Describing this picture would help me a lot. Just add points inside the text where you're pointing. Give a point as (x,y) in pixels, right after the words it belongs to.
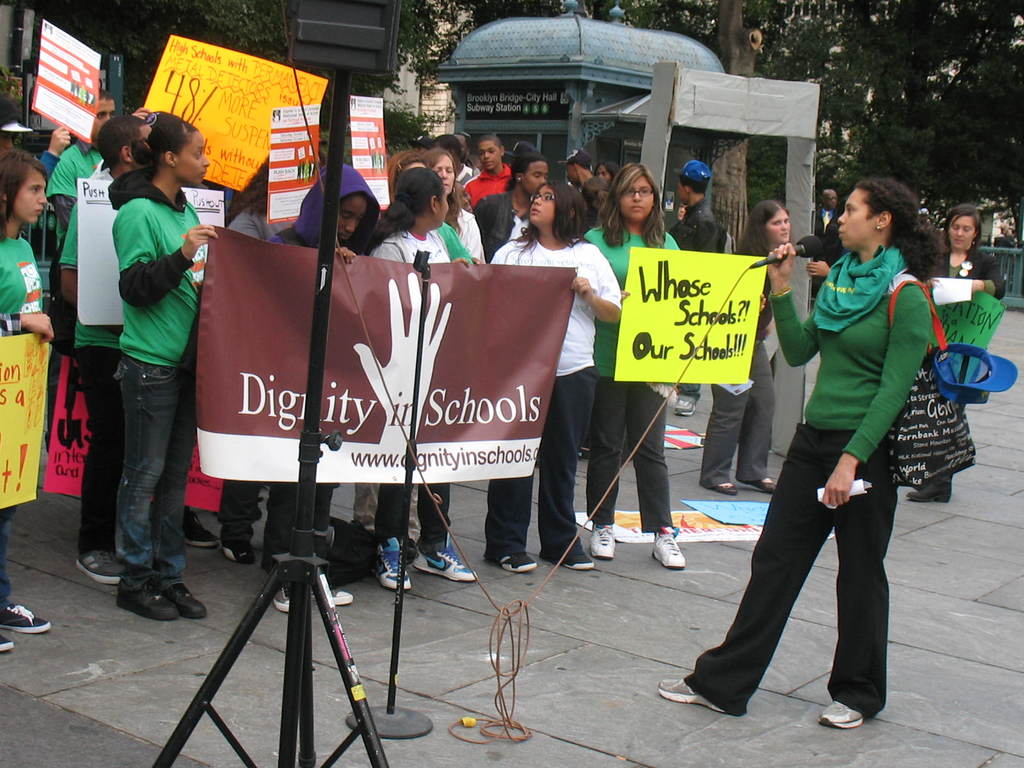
In this image I can see group of people (805,495) standing, the person (850,382) in front (856,342) wearing green shirt (847,353), black pant (807,503) and holding a microphone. Background I can see few banners (524,274) in brown, yellow and red color and I can see trees (975,85) in green color.
